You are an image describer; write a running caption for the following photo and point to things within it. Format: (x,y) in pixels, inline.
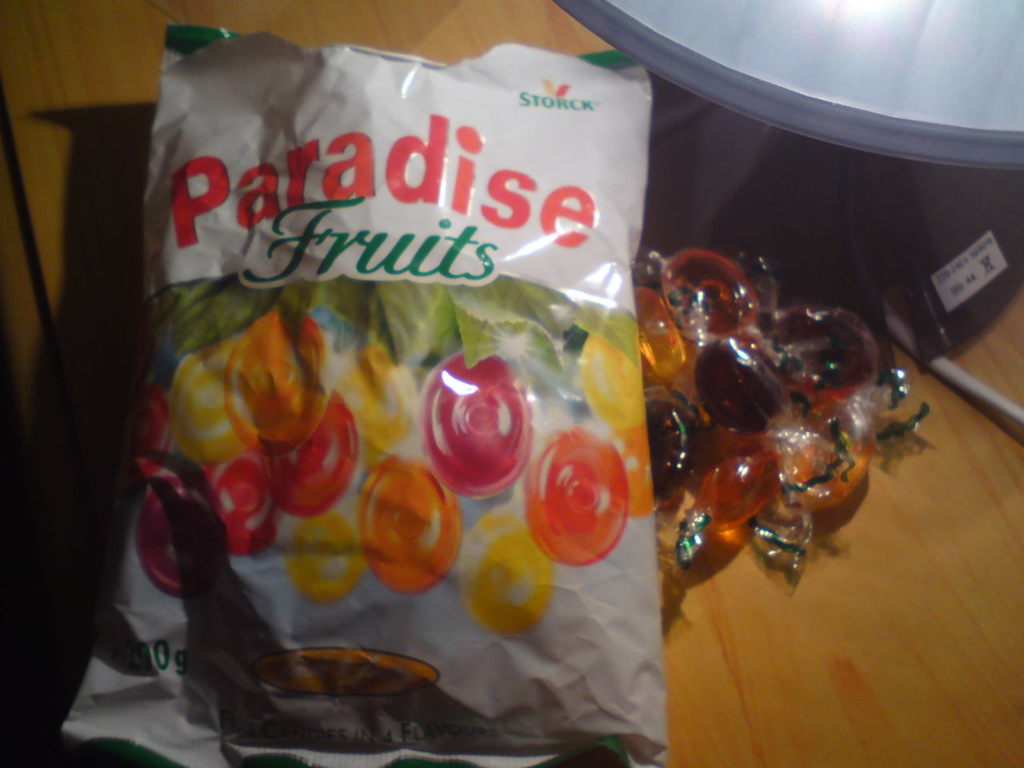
In this image we can see a packet (485,417) with text (299,178) and image (382,507), there are few candies (719,466) beside the packet (367,515) and an object (805,196) on the table (819,657).
